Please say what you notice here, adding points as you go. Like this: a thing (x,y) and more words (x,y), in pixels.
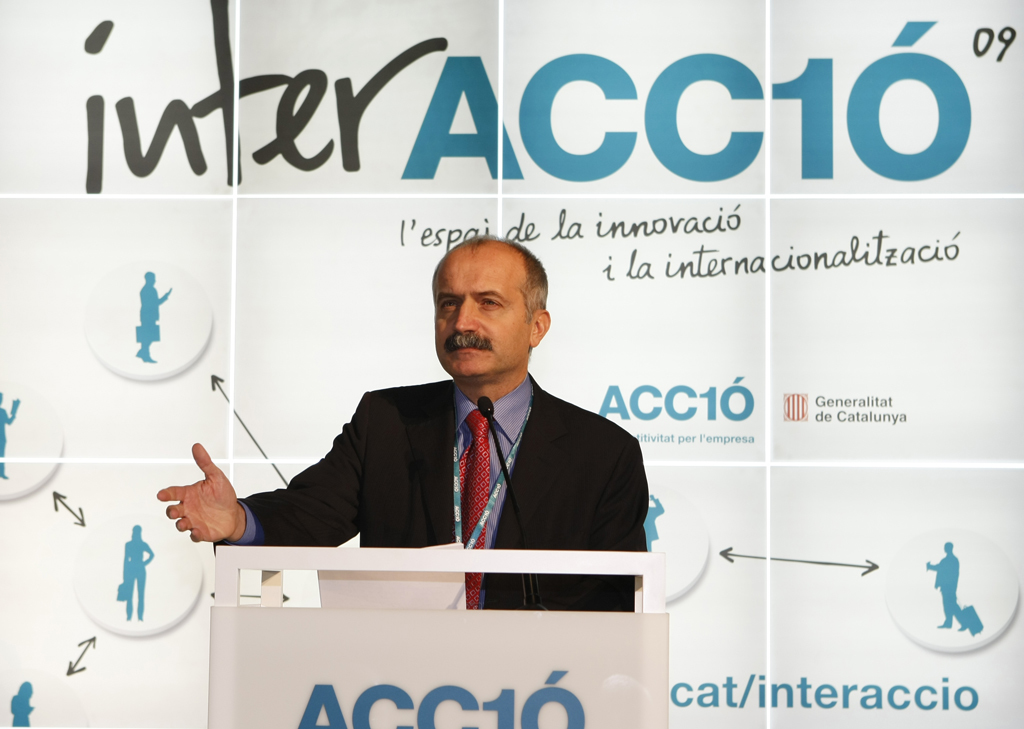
In this image I see a man (428,402) who is wearing a suit (359,506) which is of black in color and I see that he is standing in front of a podium (547,639) and I see a word (309,698) on it and I see a mic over here. In the background (57,679) I see the white color thing (701,270) on which something is written and I see the pictures (133,541) of human beings (128,615).
